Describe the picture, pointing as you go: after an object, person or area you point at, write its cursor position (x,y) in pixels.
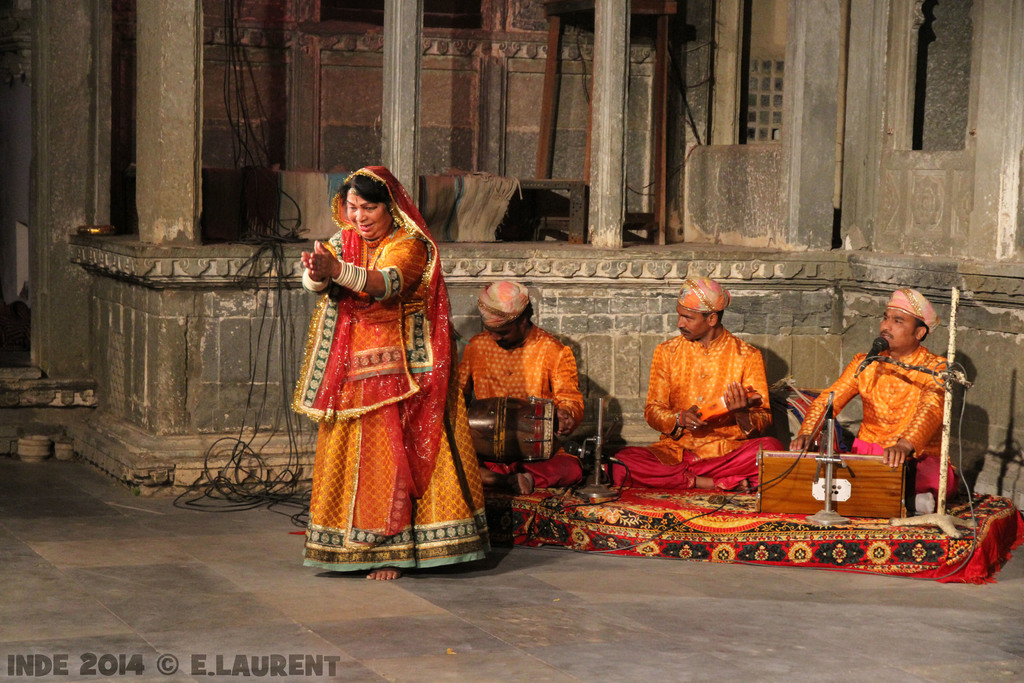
In this image, we can see a person (413,231) standing and wearing clothes (420,464). There are three persons (910,377) sitting on the rug (675,550) and playing musical instruments (509,443). There is a mic (947,385) on the right side of the image (947,444). In the background (955,406), we can see a building (609,143). There is a text (209,669) in the bottom left of the image (207,669).
